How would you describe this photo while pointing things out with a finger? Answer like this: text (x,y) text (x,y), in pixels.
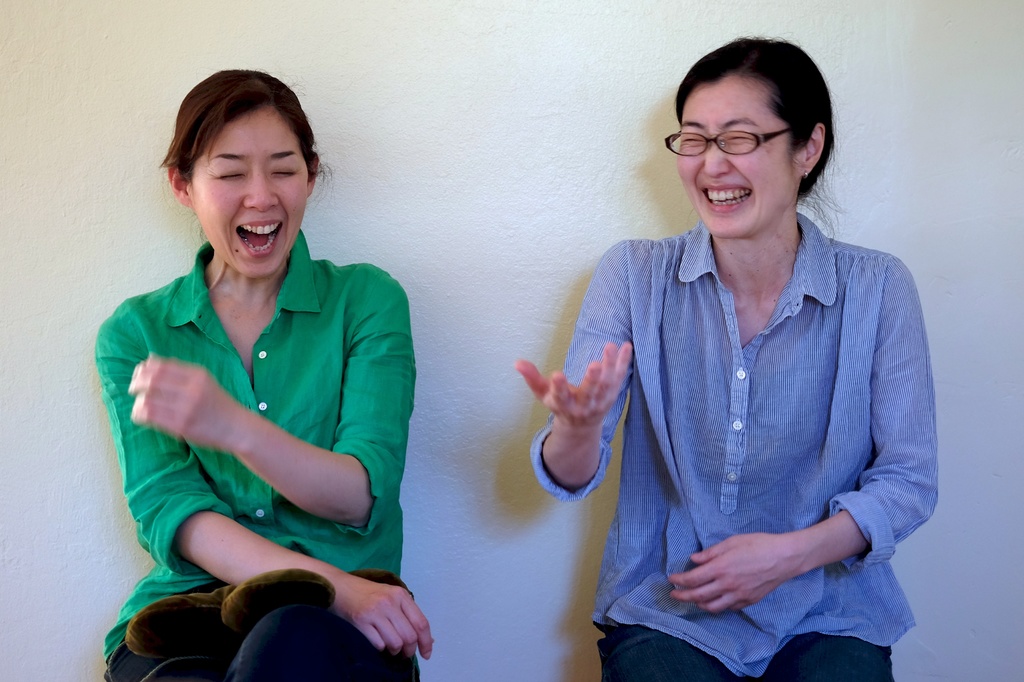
In this image we can see this woman (262,423) wearing green shirt (345,411) and this woman (748,537) wearing blue shirt (893,393) and spectacles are smiling. In the background (820,43), we can see the wall (41,117).
